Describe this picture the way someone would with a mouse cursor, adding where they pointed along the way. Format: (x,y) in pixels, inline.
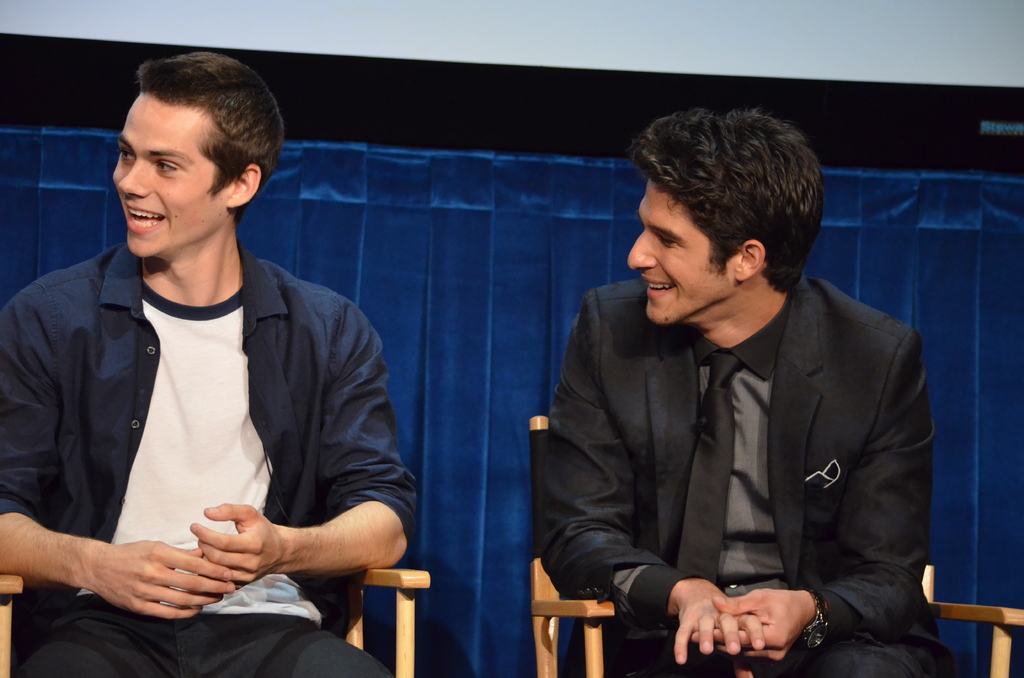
In the image there are two men (282,471), they are sitting and smiling. There is a blue color curtain (476,173) behind the men (22,332).
